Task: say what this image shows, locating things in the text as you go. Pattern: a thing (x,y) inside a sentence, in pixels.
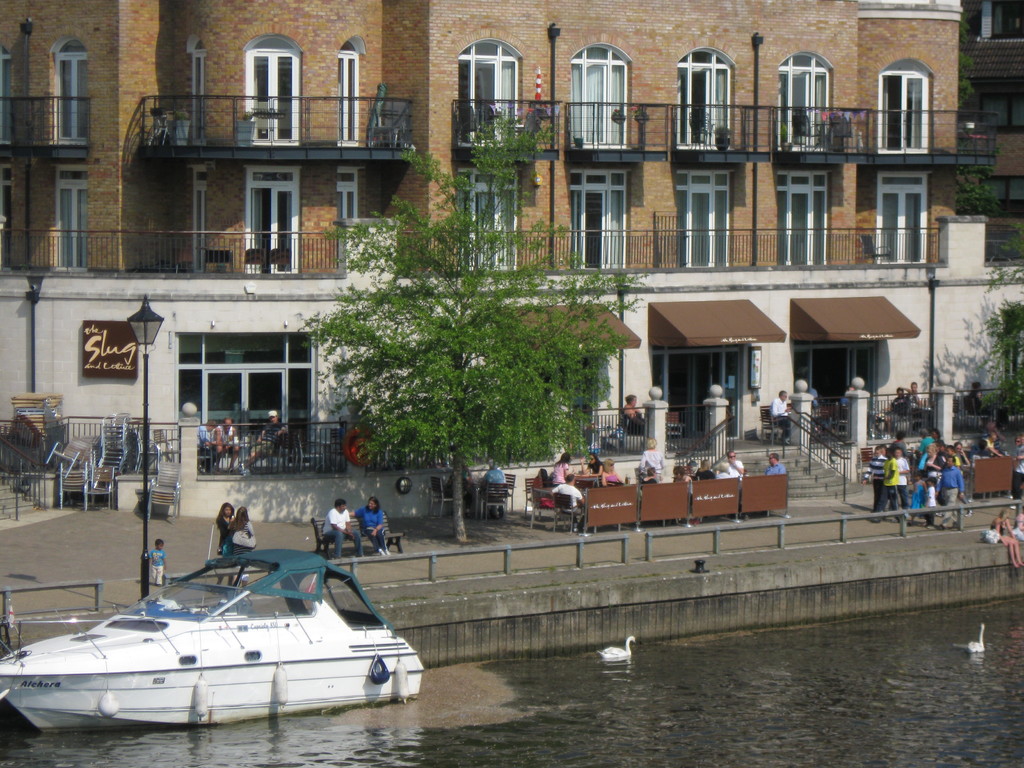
In this image we can see the boat (305,689) on the water (833,720) and to the side there is a light pole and there are two swans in the water (850,725) and we can see a building (413,487) in the background (426,487). There are some people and we can see some trees (442,321) and there are some benches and chairs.
